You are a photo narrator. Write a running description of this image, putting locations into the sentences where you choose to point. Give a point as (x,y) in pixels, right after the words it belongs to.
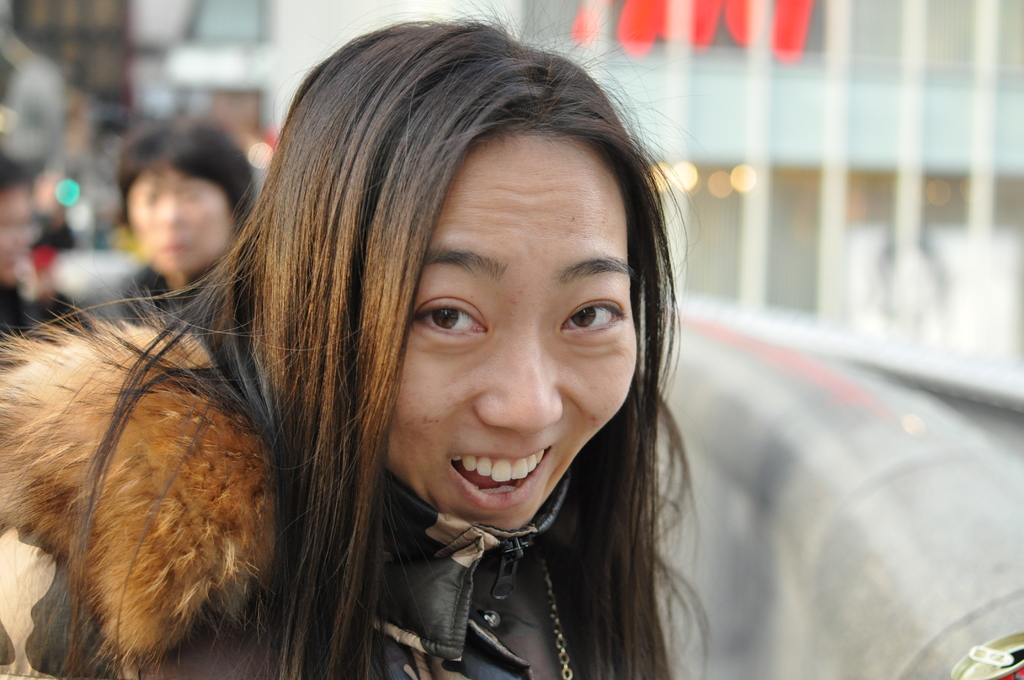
In this image we can see a woman (575,383) and a man (219,221).
